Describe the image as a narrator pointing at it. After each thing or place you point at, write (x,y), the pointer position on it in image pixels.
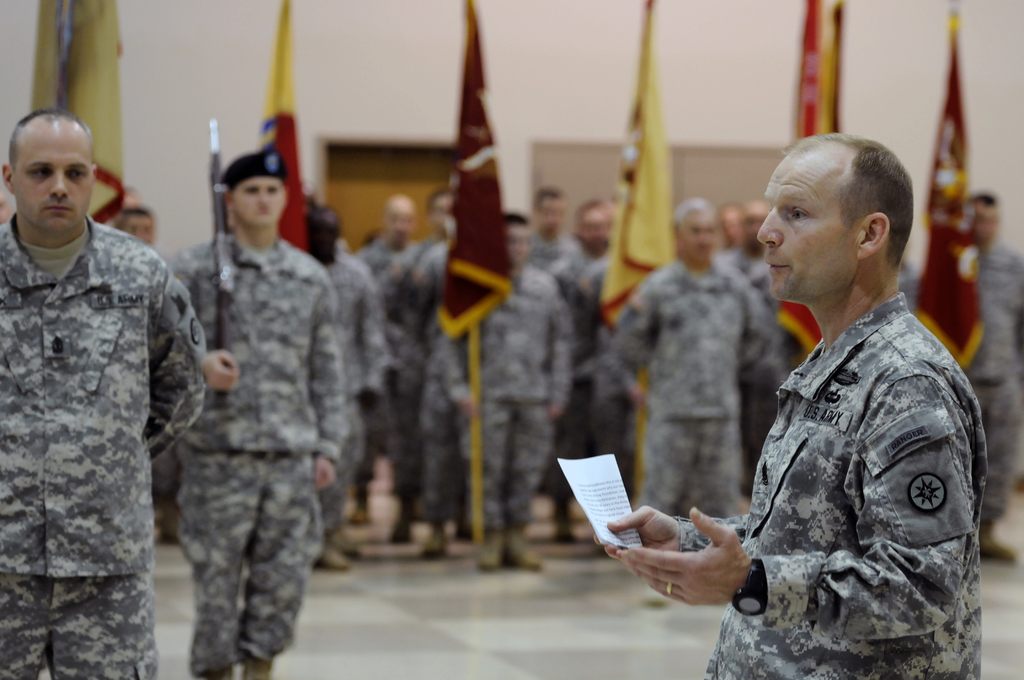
On the right side (835,413) there is a man (809,497) wearing uniform (777,561), holding a paper (613,509) in the hand (651,537), facing towards the left side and speaking. In the background (230,391) there are few men (177,370) wearing uniforms (79,362) and standing on the floor (384,589). There are few flags (642,232) and also I can see the wall (527,48).
